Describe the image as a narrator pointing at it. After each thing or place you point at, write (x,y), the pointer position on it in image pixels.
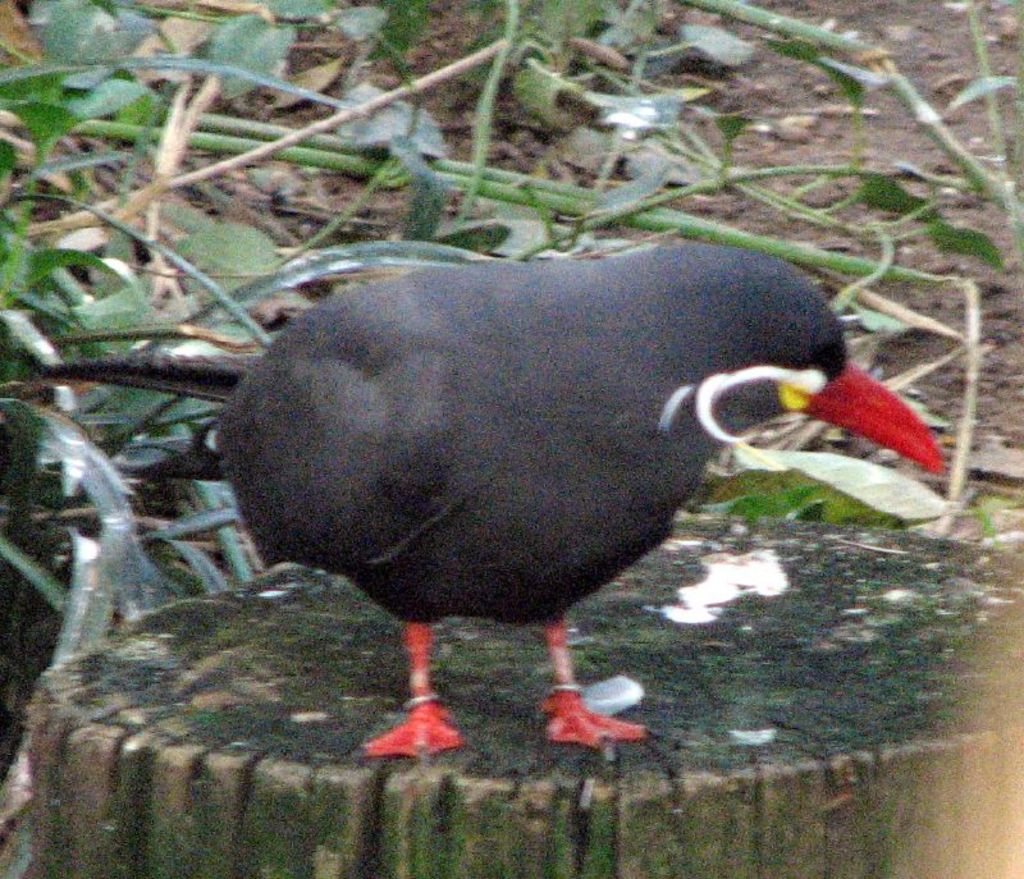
In the center of the picture (481,369) we can see a bird (410,533), on the trunk (501,702) of a tree (299,653). In the background (356,152) there are stems (174,157) and leaves (642,188) and there are dry leaves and soil (948,254).
